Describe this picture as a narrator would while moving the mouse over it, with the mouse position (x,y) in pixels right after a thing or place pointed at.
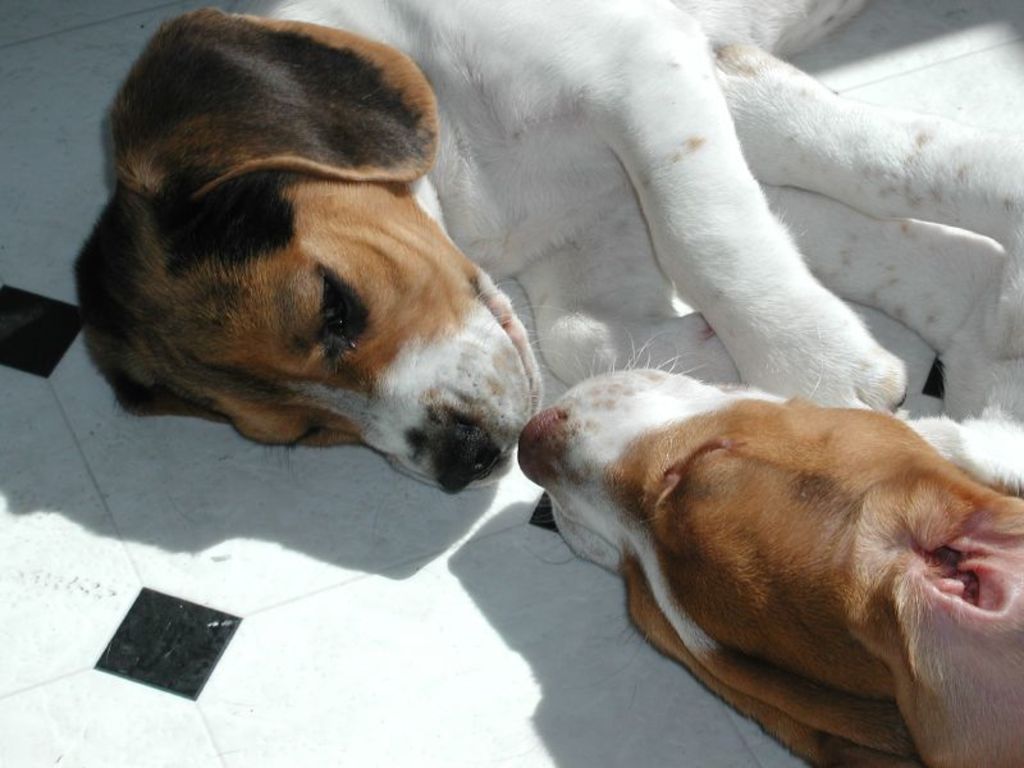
In this picture we can see two dogs (573,484) lying on the floor (151,583).
